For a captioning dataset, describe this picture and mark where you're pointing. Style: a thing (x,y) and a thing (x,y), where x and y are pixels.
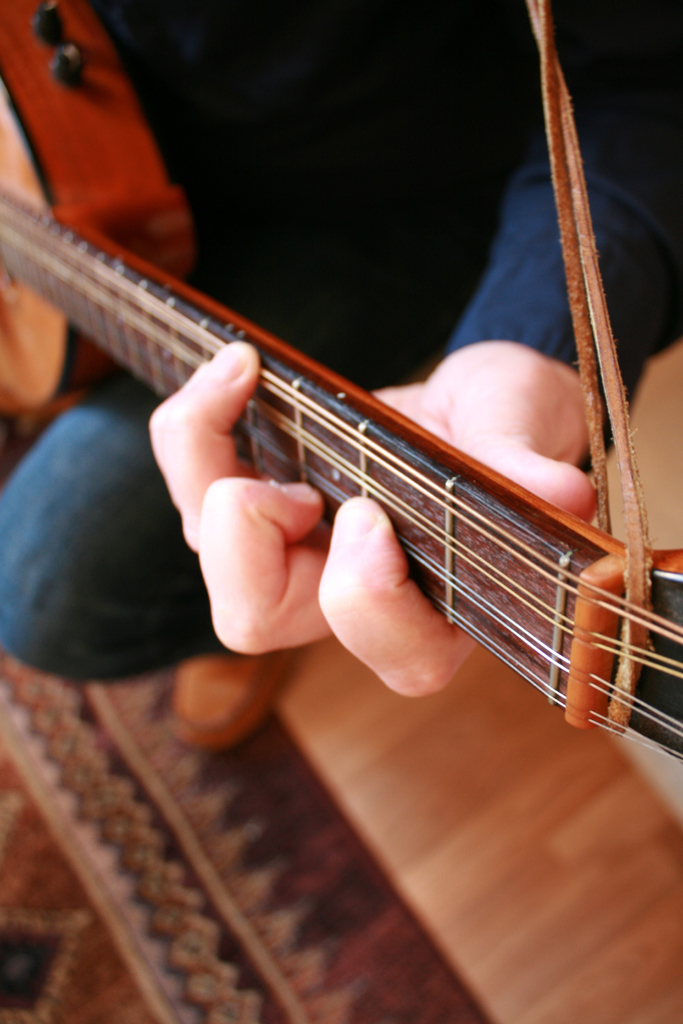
In this image, there is a person (239,282) wearing clothes (371,84) and playing a mandolin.
